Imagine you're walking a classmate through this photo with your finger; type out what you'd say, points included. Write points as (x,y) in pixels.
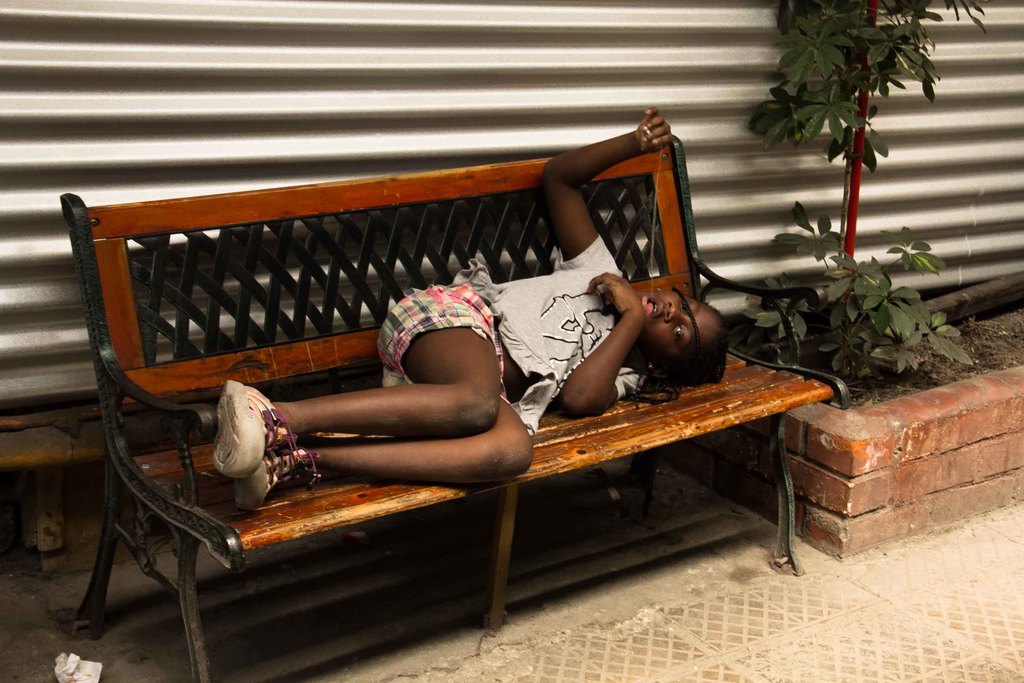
In this image there is a girl (541,331) lying on the bench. Behind the bench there is a metal wall (269,38). On the right side (837,145) there is a plant (846,262).
